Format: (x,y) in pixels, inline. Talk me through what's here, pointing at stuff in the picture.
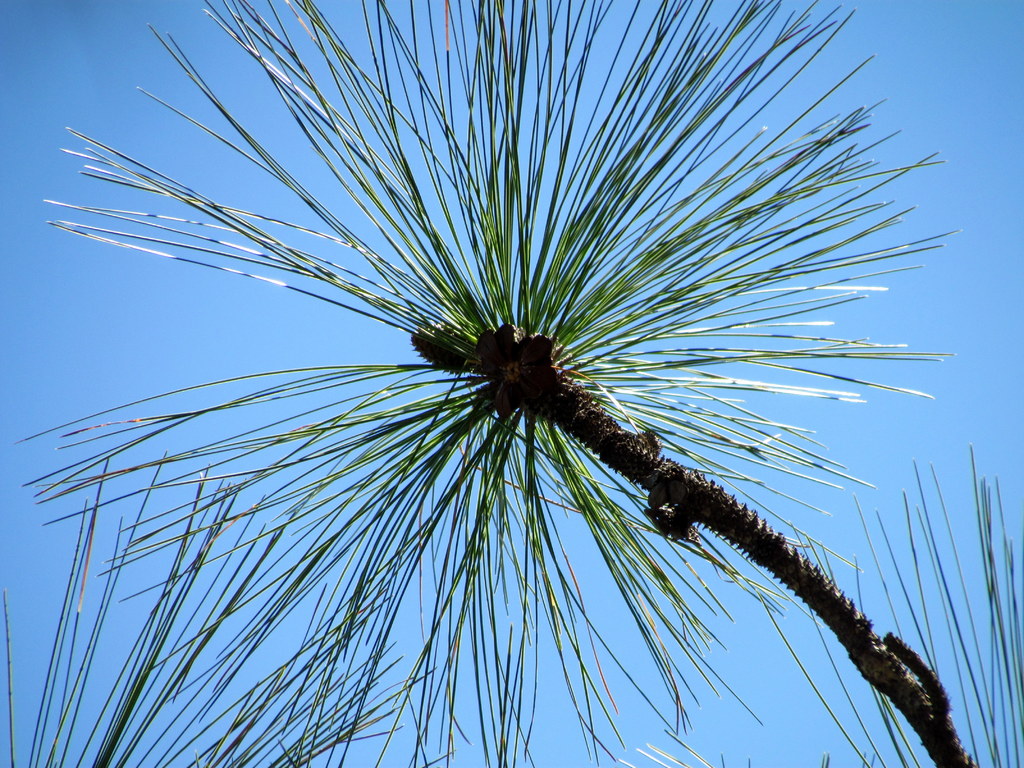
In this picture there is a tree (826,603). At the bottom (509,681) i can see the leaves (509,667). On the right (703,668) there is a sky (1002,316).
